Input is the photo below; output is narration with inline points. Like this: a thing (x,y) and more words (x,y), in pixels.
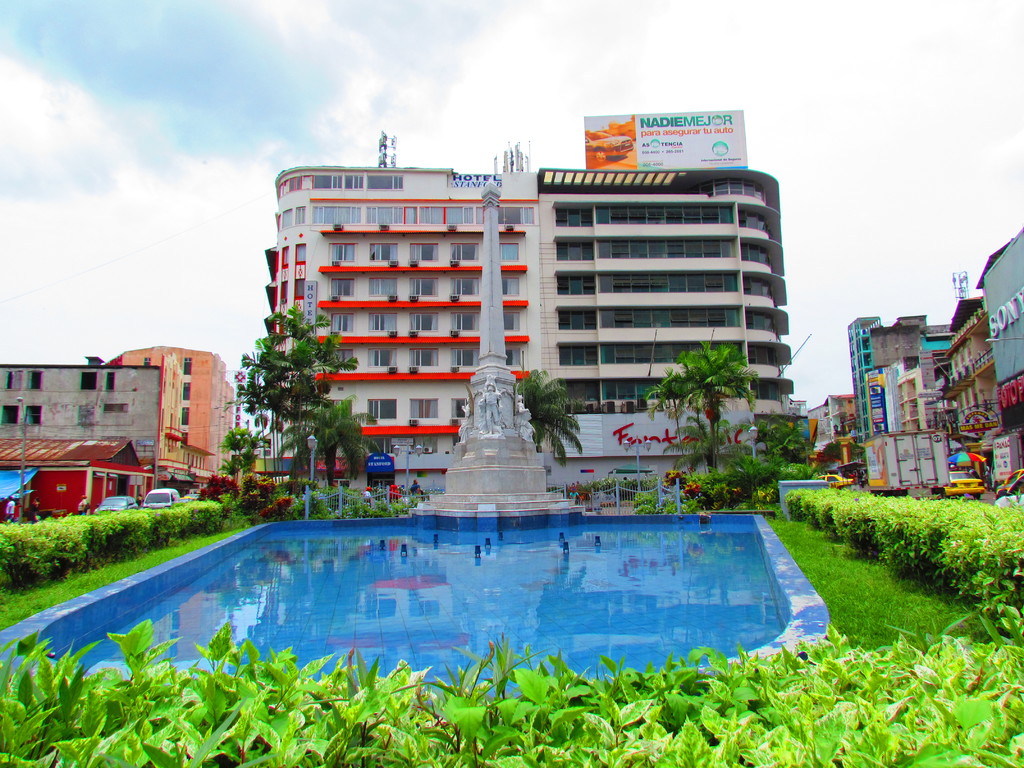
In the foreground of the picture (477,511) there are plants (80,539), grass (868,622), swimming pool (627,585) and a sculpture (504,459). In the center of the picture (385,391) there are trees (685,431), vehicles (954,478), plants (333,506), street lights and buildings (572,304). Sky (921,59) is cloudy. At the top (653,139) there is a hoarding (644,134).
